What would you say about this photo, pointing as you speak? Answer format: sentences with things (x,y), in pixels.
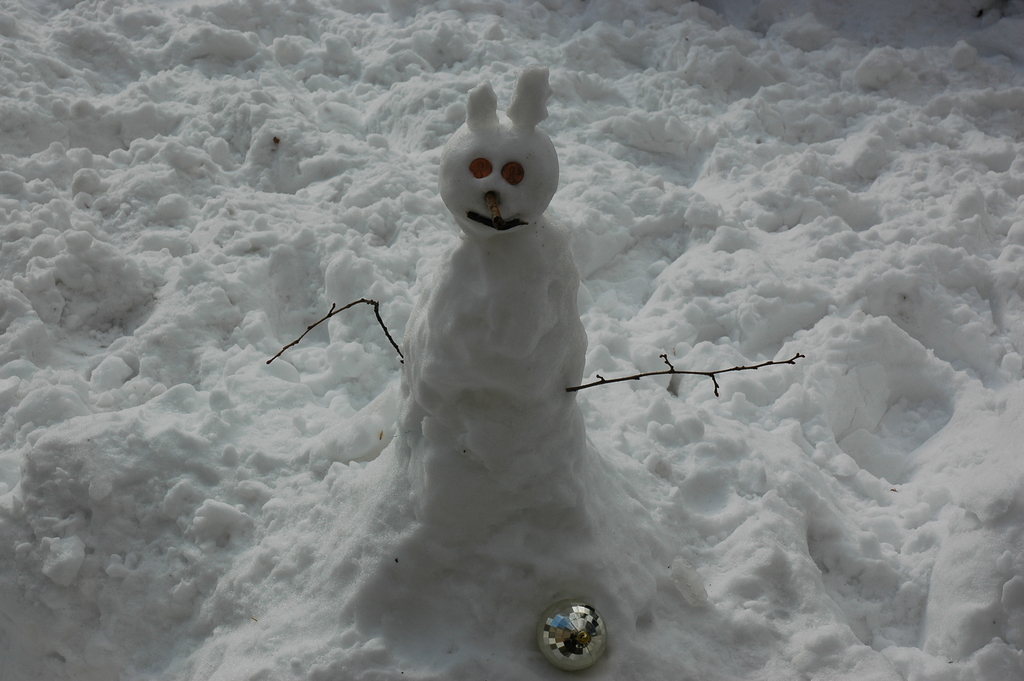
This picture contains a snowman (520,306) which is made up of ice (492,332). At the bottom of the picture (551,622), we see the ball (594,617) and the ice (275,376).
